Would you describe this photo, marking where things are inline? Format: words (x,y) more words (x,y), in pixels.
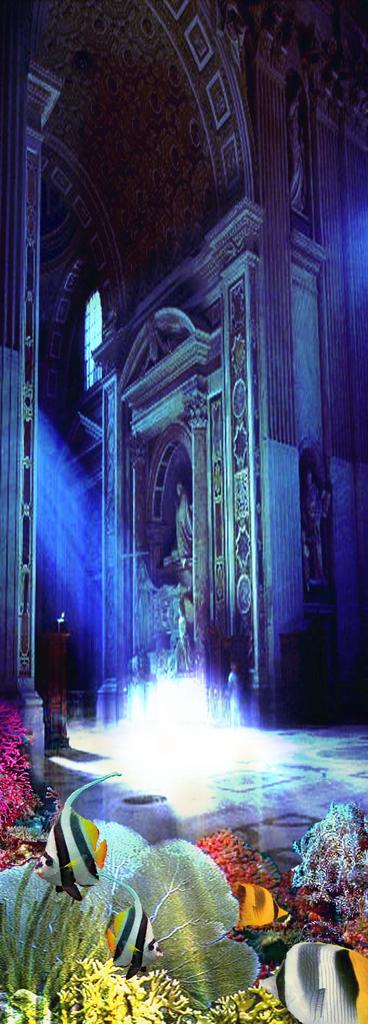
In the picture we can see a historical wall (257,622) with some sculptures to it with some designs (257,628) and besides, we can see some fishes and water plants (212,979) in the aquarium (124,909).
